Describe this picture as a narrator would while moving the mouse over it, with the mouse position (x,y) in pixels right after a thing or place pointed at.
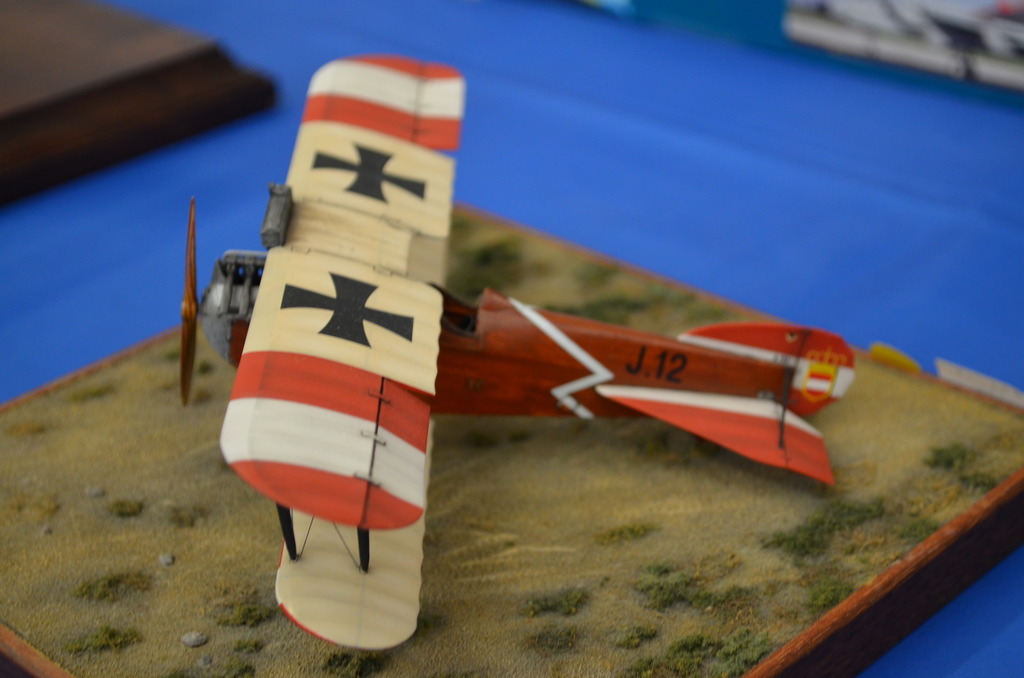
In the image we can see the toy of a plane (344,354) and the background (870,172) is slightly blurred.
